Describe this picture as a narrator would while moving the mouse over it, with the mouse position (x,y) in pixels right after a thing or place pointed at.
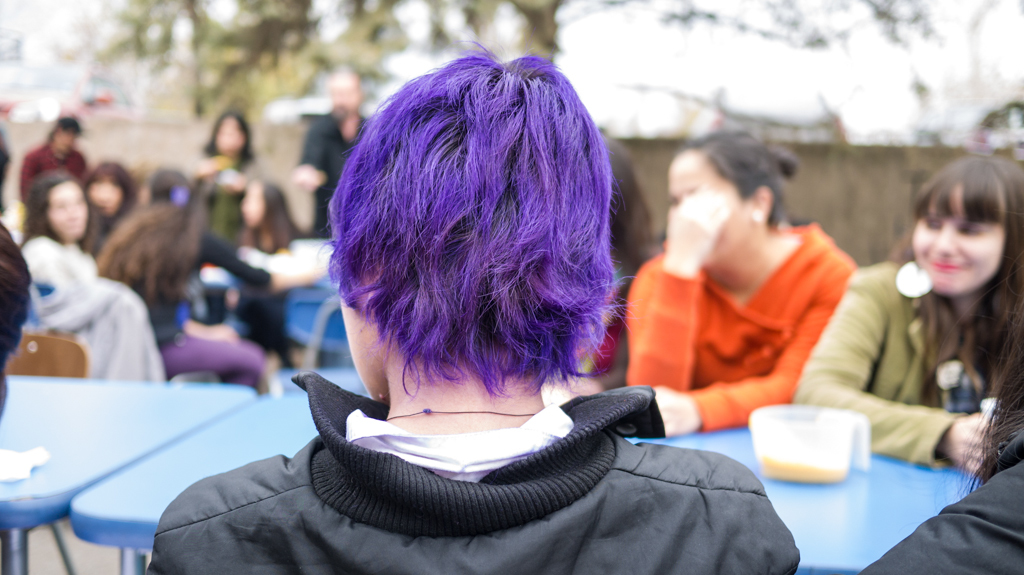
Here I can see few people (97,226) are sitting on the chairs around the tables (94,437). On the right side (817,437) there is a bowl (806,464) placed on the table (852,525). In the background (882,170) there is a wall (862,172) and some trees (263,35).
